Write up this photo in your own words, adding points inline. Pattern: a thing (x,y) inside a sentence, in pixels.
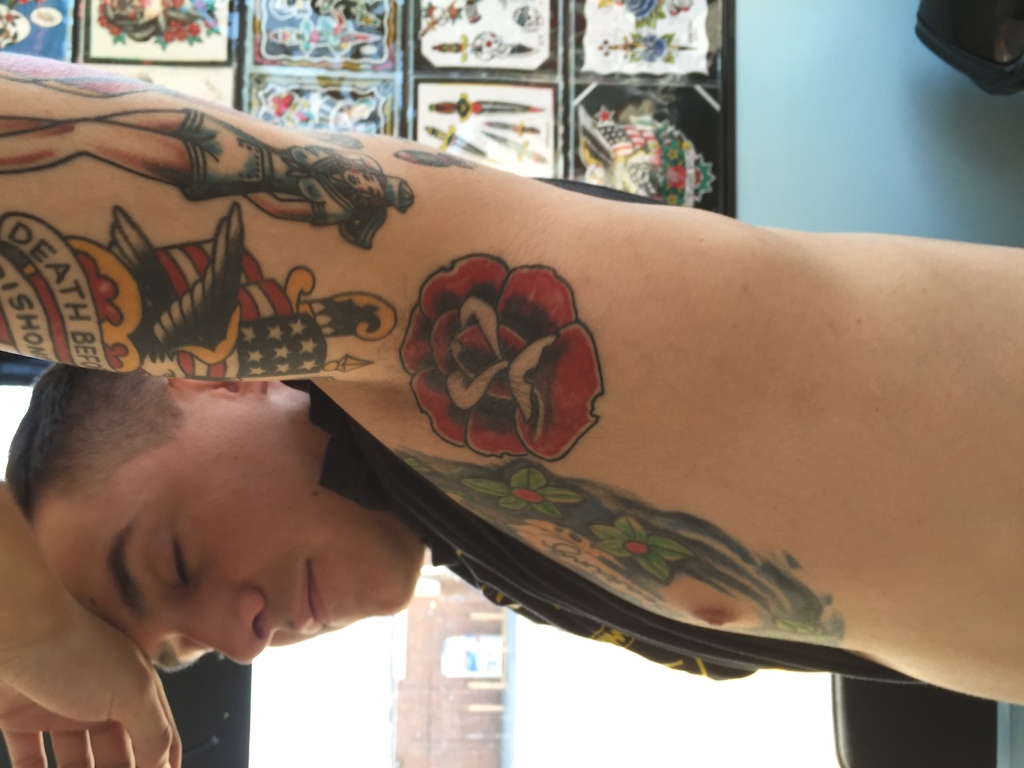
In this picture we can see the tattoos (778,606) on the body (352,582) of a person (72,656). There are a few black objects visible on the right side (962,0). We can see a frame (502,63) on the wall (898,59). There is a wall (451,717) visible in the background (488,741).
